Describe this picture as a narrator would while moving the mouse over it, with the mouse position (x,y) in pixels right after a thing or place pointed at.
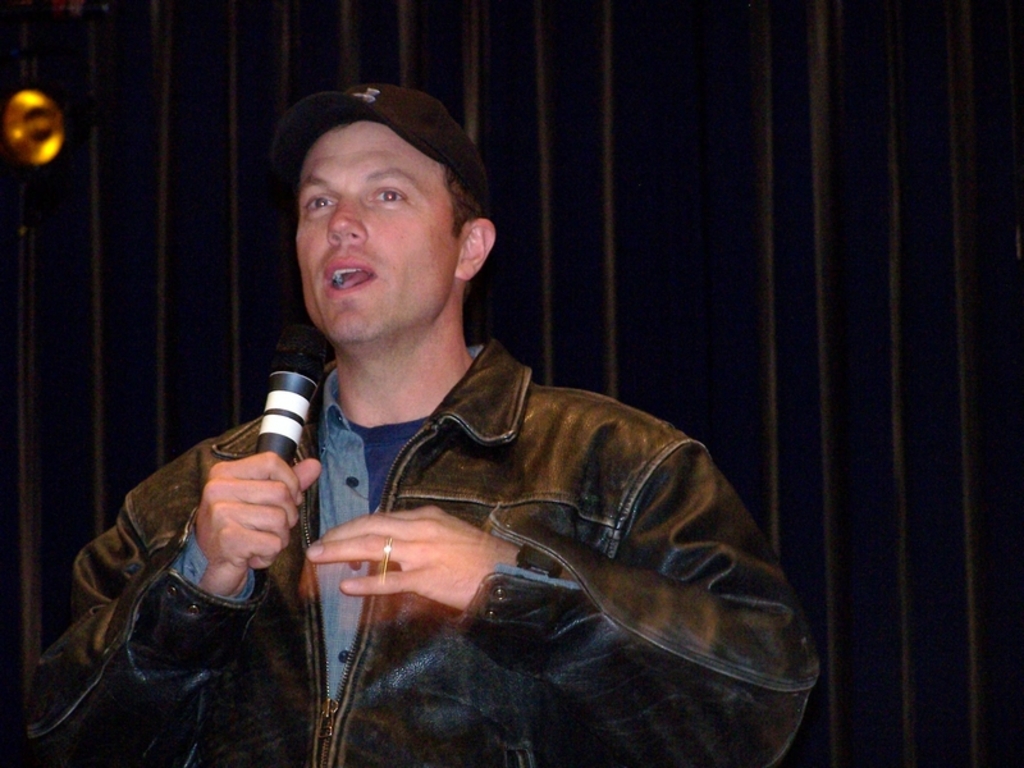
In the center of the image (370,489) we can see one person (362,542) is standing and he is holding a microphone (279,452) and he is speaking. And we can see he is wearing a cap (387,86) and a jacket (410,443). In the background (482,334) there is a curtain (598,136), yellow color object (13,145) and a few other objects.
